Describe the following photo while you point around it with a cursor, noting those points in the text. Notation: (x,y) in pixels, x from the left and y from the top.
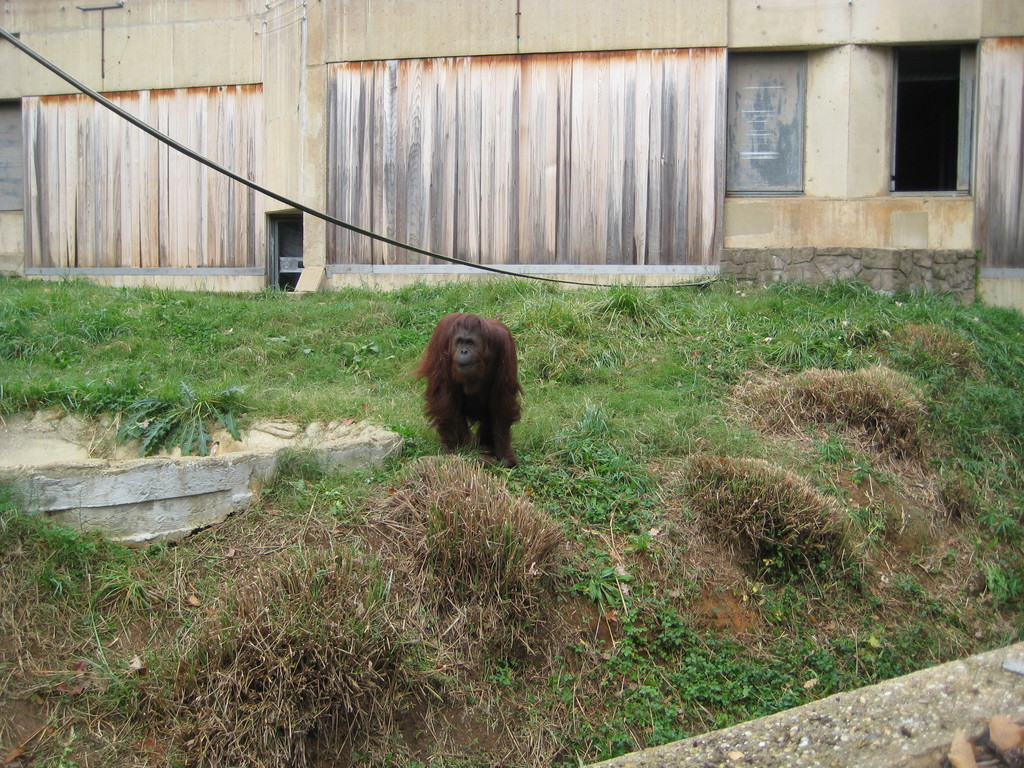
In the middle (455,383) I can see an animal (506,352) on the grass (490,536). In the background (57,60) I can see a building (208,170), windows (11,119), door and a wire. This image is taken during a day.
